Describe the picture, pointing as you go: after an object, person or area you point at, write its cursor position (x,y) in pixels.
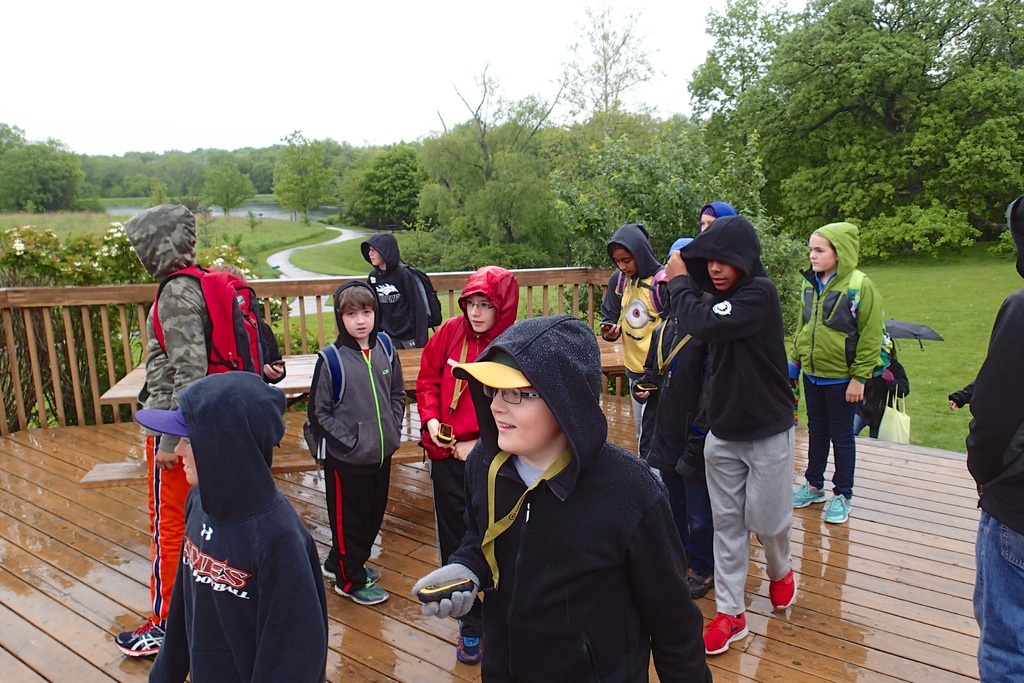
This picture describes about group of people (438,403), few people (489,390) wore caps (486,376), in the background (914,231) we can see grass (937,261), few trees (770,230) and water (248,208), on the left side of the image (93,255) we can see flowers (104,242).
